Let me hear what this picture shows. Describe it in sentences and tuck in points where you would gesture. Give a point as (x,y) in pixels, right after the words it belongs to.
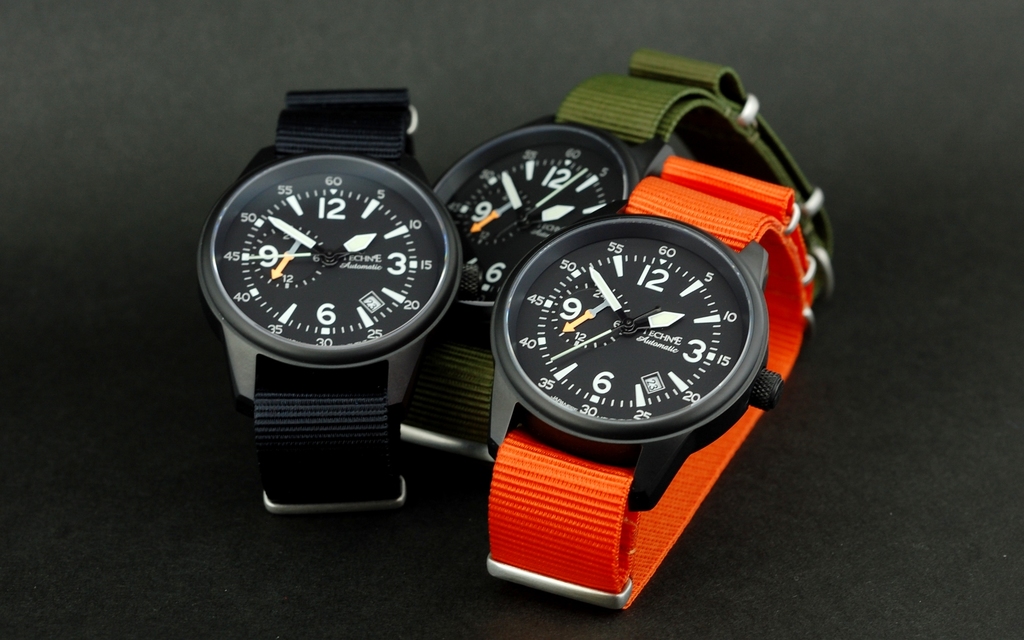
In this picture there are three different colors of watches (712,311) and there are numbers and hours (665,312), minutes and seconds hands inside the watches (728,276). At the back (14,447) there is a black background (107,279).
